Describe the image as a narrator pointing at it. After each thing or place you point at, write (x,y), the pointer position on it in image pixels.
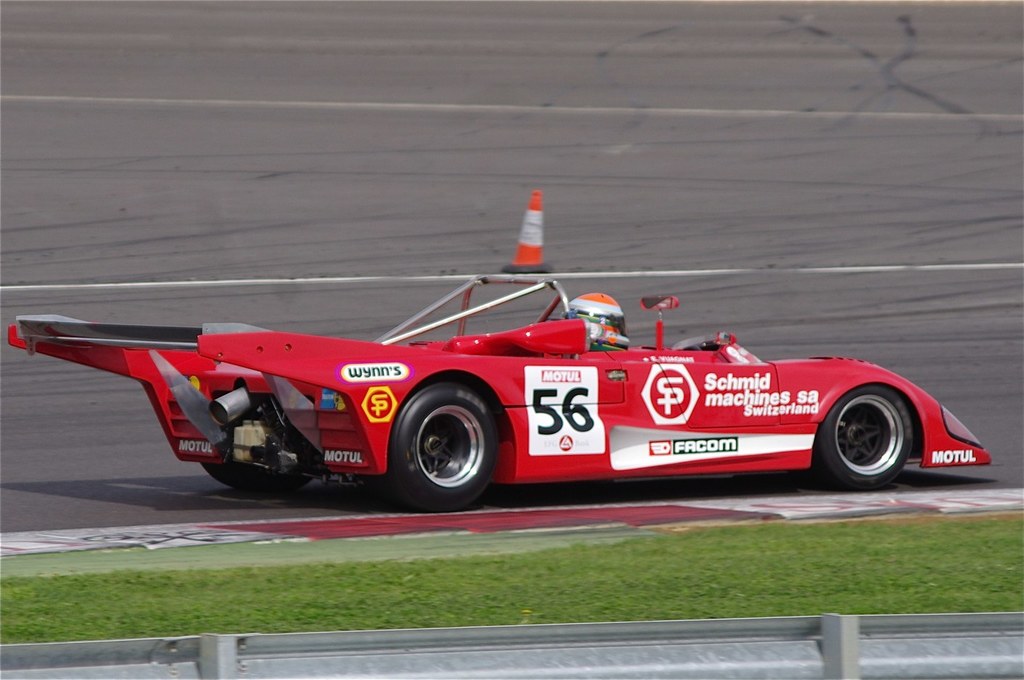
In the picture I can see a red color car (781,366) in which a person (610,334) is sitting who is wearing a helmet (620,342), is on the road (102,488). Here I can see the grass (459,583), and road cone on the road (479,266).
